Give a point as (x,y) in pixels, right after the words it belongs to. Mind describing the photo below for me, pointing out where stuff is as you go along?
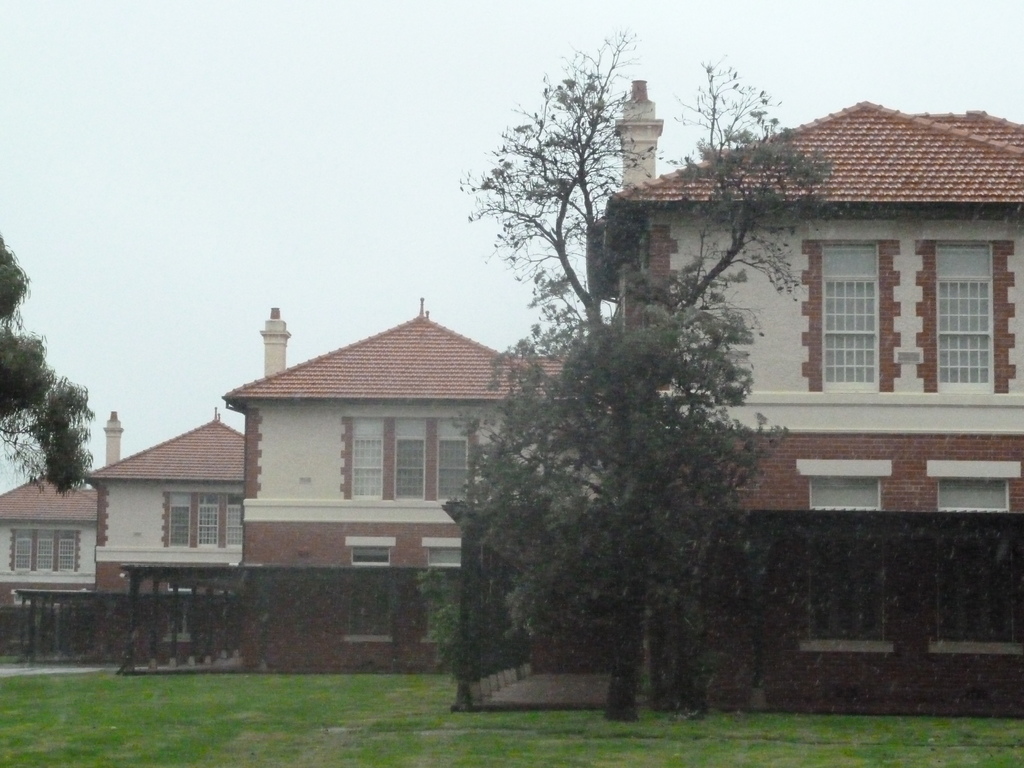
In this picture we can see trees (688,379), grass (186,702), buildings (296,544) with windows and in the background (557,82) we can see the sky (450,127).
